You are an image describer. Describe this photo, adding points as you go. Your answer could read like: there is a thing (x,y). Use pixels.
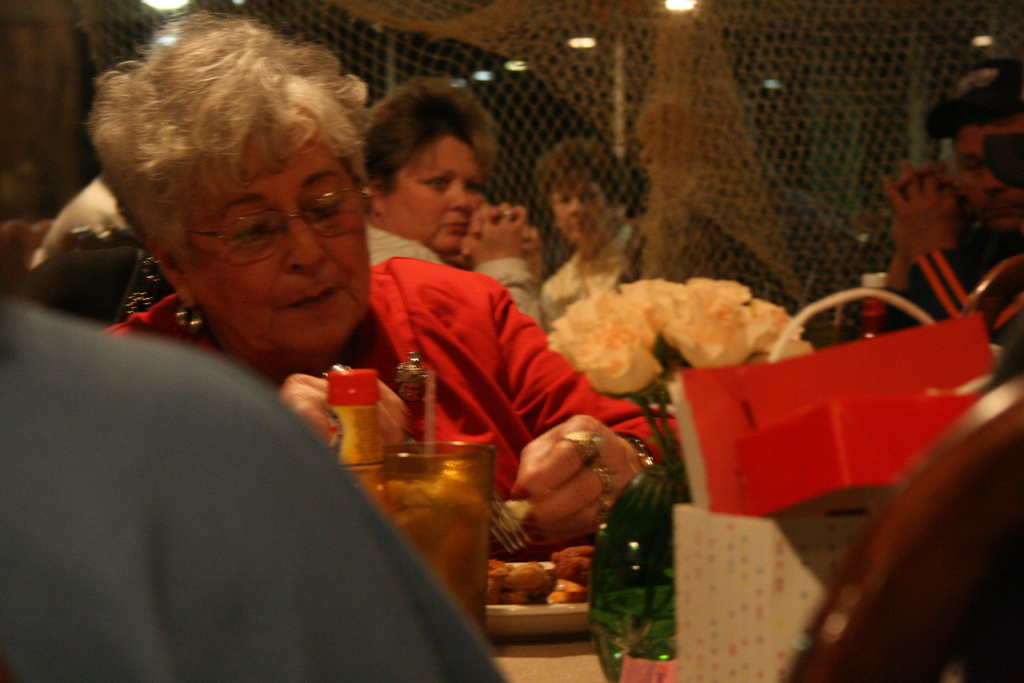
This picture is taken inside the room (421,235). In this image, we can see a group of people (204,282) sitting on the chair (842,575) in front of the table (572,644), on the table (557,647), we can see a plate (547,632) with some food (504,598), glass (446,562), flower pot (629,516), flowers (667,314) and a bag (783,573). In the background (984,61), we can also see a net fence (608,137), outside the fence (702,267), we can also see a person (572,257). At the top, we can see a roof (605,55) with few lights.
